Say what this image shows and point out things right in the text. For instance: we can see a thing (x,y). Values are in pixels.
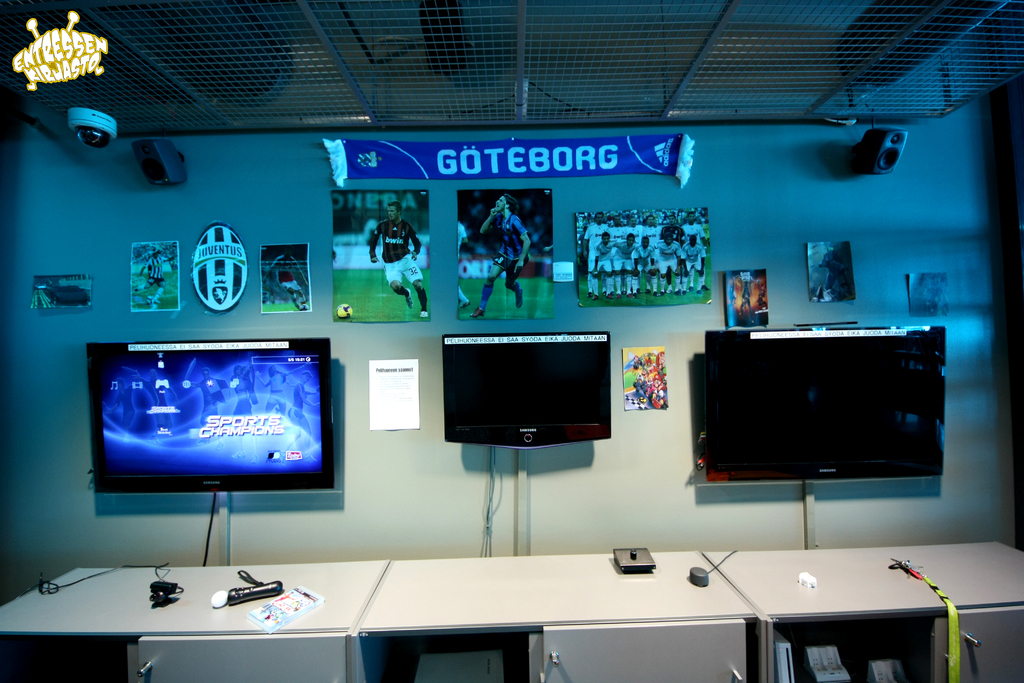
Televisions (287,360), posters (76,294), pictures (154,286) and speakers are on the wall (372,353). To the mesh (214,104) there is an object (91,112). In-front of the wall (344,509) there are tables (663,616), above the table (731,654) there are things (119,569). On the left side of the image (63,59) there is a watermark (71,69).
